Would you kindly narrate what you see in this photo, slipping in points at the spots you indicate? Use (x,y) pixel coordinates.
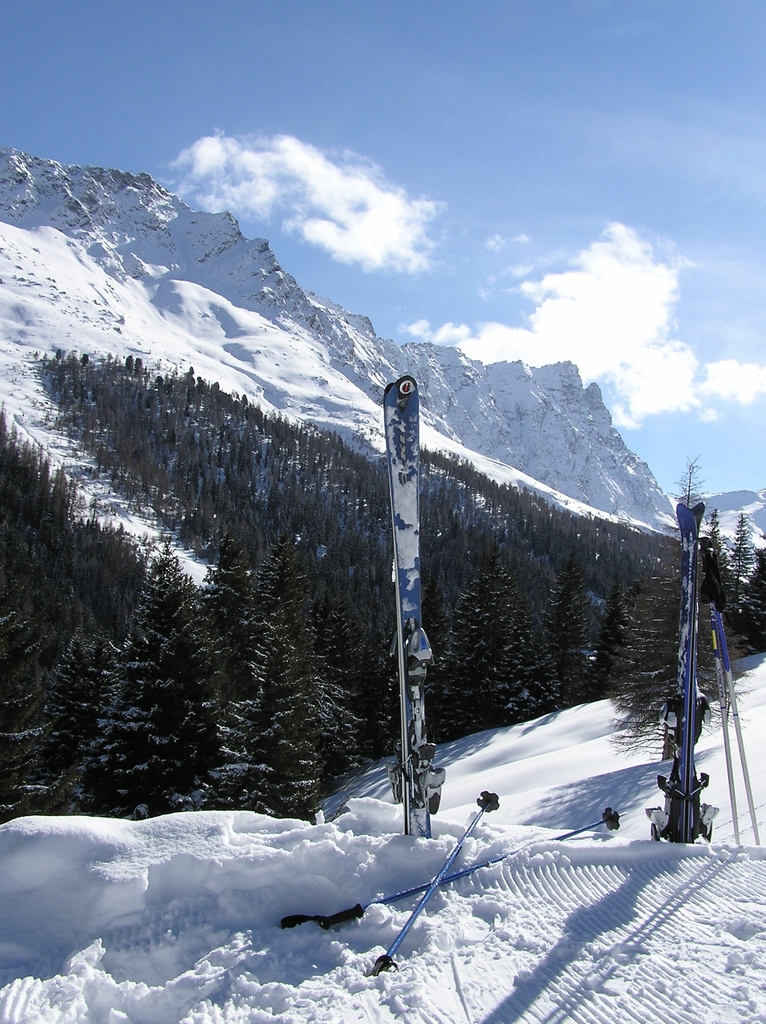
In this image I can see the ski-boards (674,733) and the sticks (491,801) on the snow (543,896). In the background (192,617) I can see the trees (334,586), mountains (321,344), clouds (356,163) and the sky (356,125).
